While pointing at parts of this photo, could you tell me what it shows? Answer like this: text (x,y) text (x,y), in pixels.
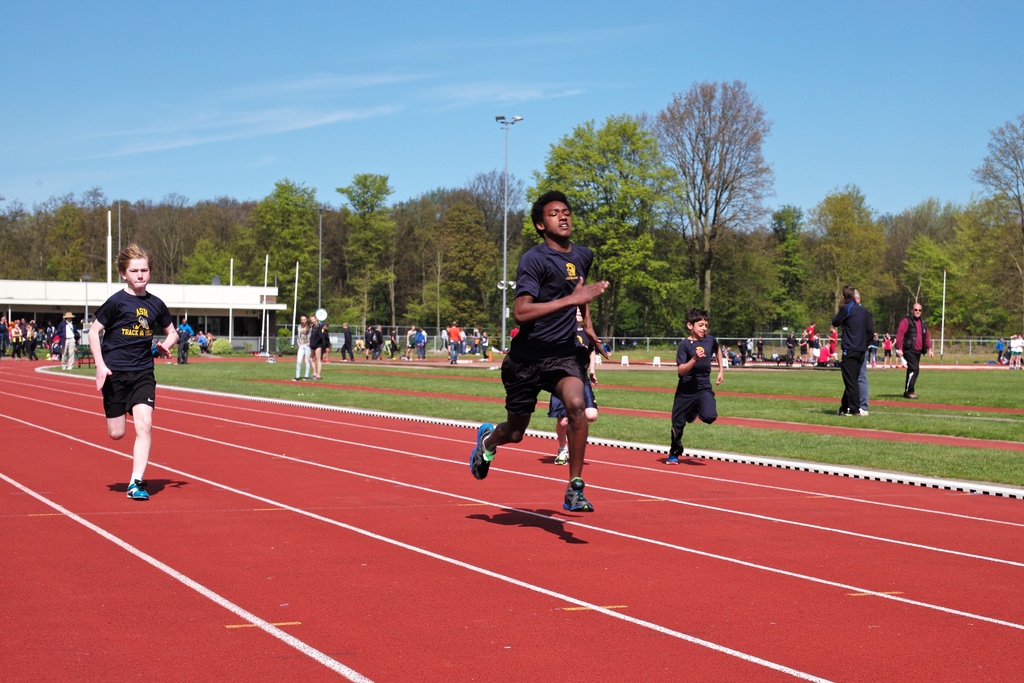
In this image I can see a ground (467,468) and on the left side (60,417) I can see a red color carpet (428,542) visible on the ground (530,603) and I can see there are few boys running on the carpet (650,542) and in the middle (412,330) I can see few persons (858,330) walking and standing on the ground (995,387) and at the top (388,146) I can see the sky (778,100) and street light pole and tent (192,314).
